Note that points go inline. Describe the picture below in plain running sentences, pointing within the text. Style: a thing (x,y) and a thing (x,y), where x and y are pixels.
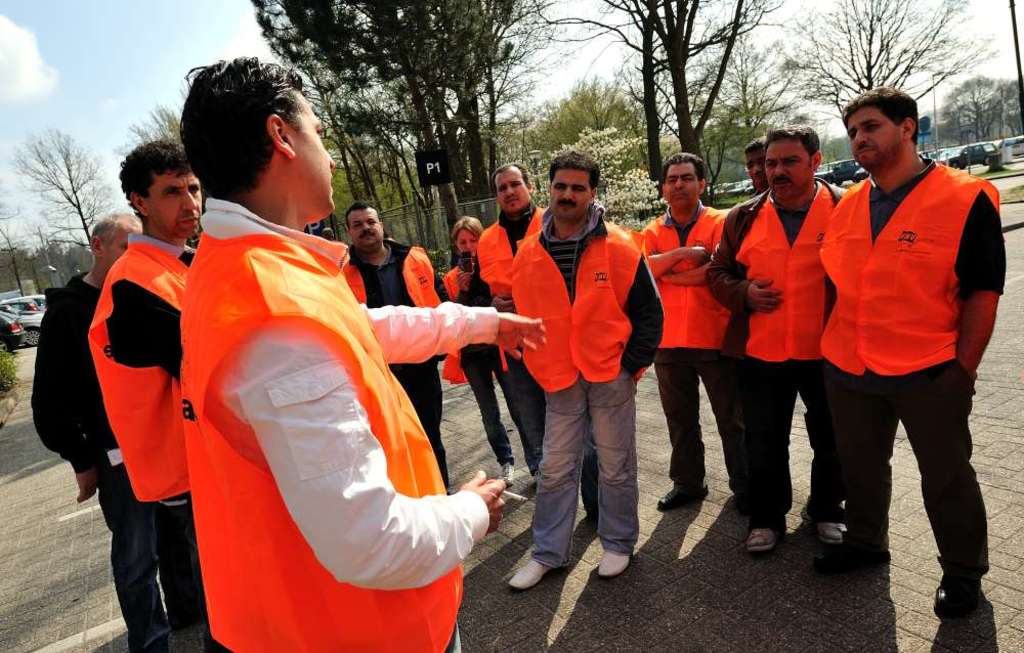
In this picture we can see a group of people (451,295) standing on the path (28,396). We can see a plant (10,372) on the left side (10,373). There are a few vehicles (10,327) and trees (58,284) in the background (641,108). Sky (104,37) is blue in color and cloudy.
